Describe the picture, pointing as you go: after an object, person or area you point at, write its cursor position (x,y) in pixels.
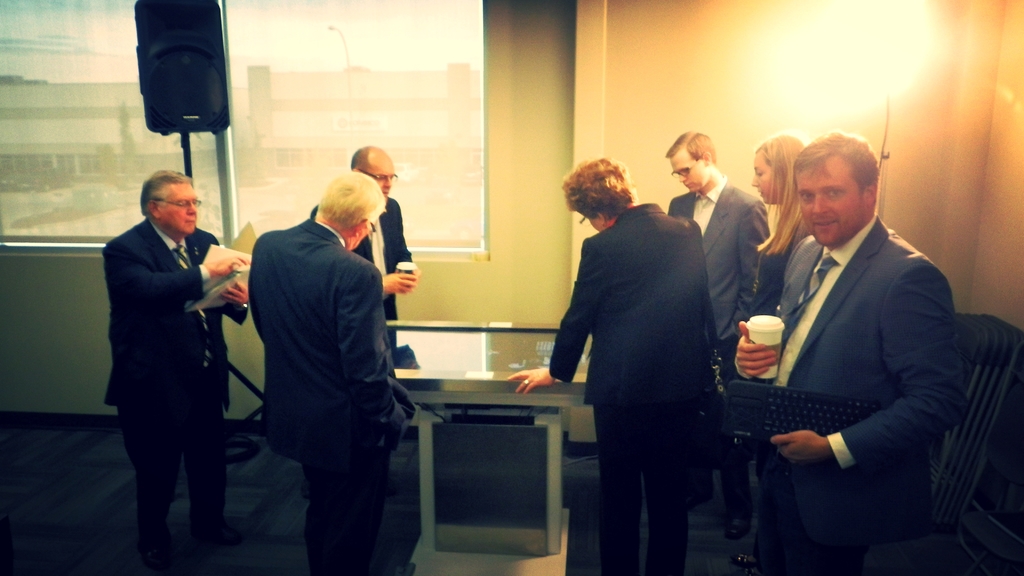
In this image, there are a few people (763,529). We can see the table (522,350) with a screen (533,331) on it. We can see the ground (127,552). There are some poles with objects (148,71). We can also see the wall (541,9). We can also see the glass window (297,162). There are some chairs (995,340) on the right (999,444). We can see some buildings (88,108) and trees (126,134). We can also see the sky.
